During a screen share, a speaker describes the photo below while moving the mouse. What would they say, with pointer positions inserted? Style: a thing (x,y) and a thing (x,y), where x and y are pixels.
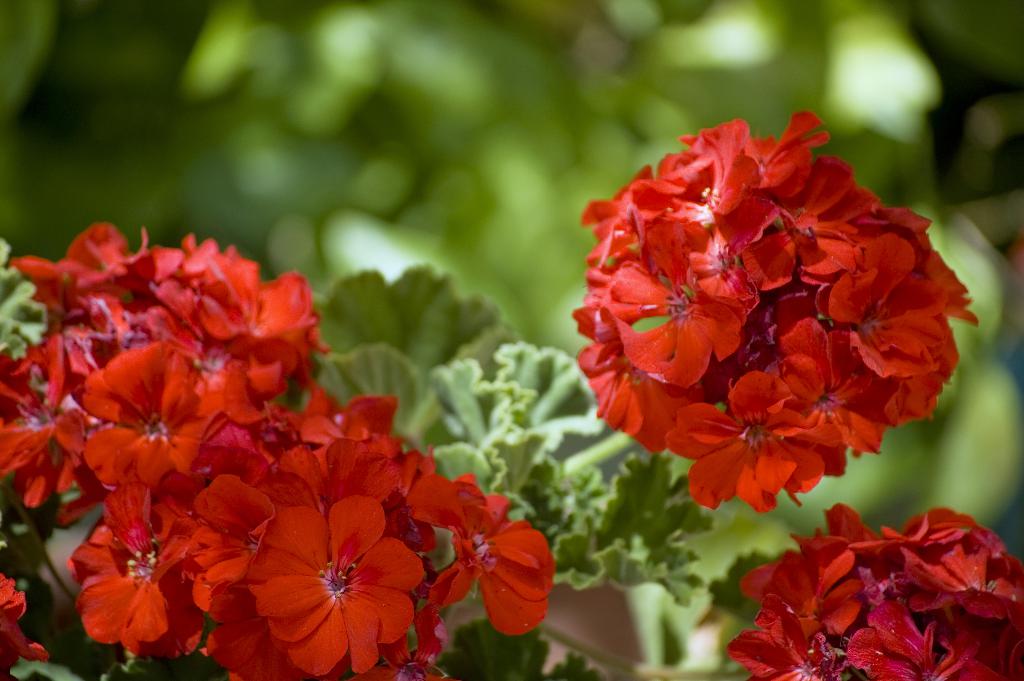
In the image we can see some flowers (678,293). Behind the flowers (38,657) there are some plants (413,297). Background of the image (983,242) is blur.
